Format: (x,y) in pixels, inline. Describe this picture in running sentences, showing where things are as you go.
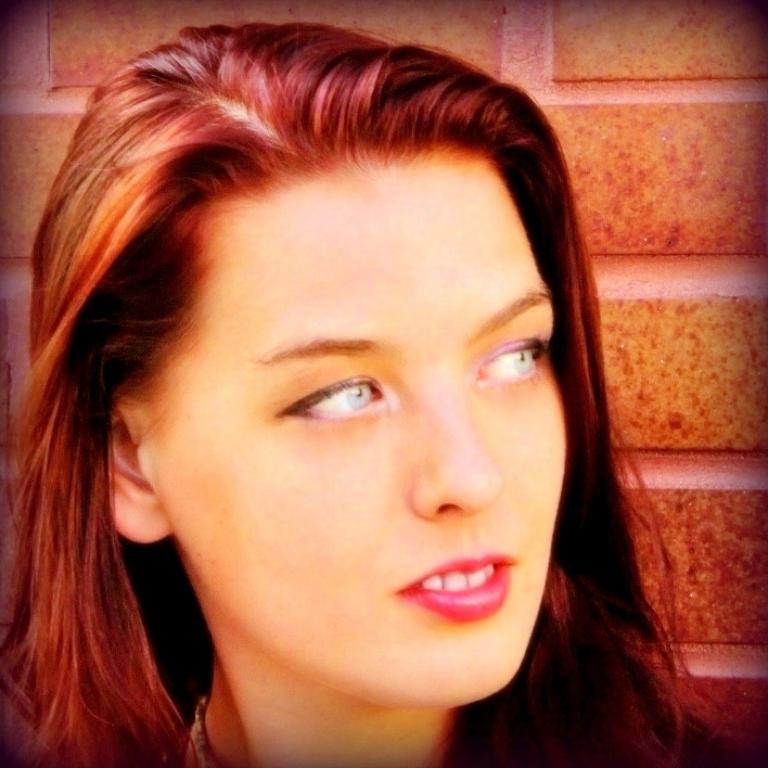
There is a woman (451,214) watching something and smiling. In the background (645,60), there is wall (108,56).
